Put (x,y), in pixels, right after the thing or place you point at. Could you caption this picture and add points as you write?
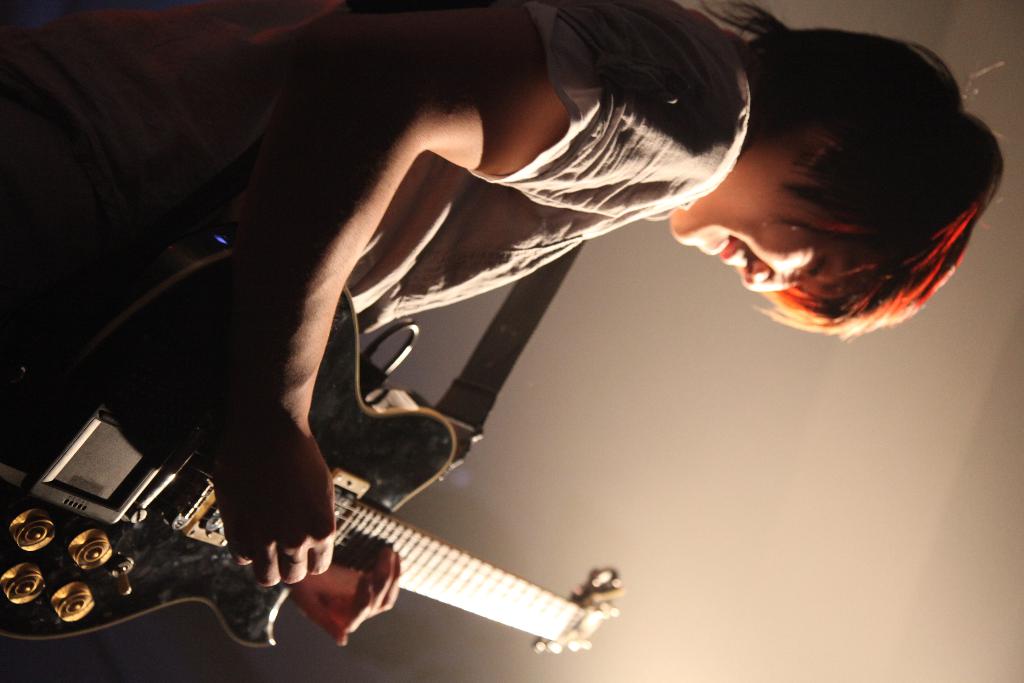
As we can see in the image there is a man (528,221) holding guitar (158,439).
